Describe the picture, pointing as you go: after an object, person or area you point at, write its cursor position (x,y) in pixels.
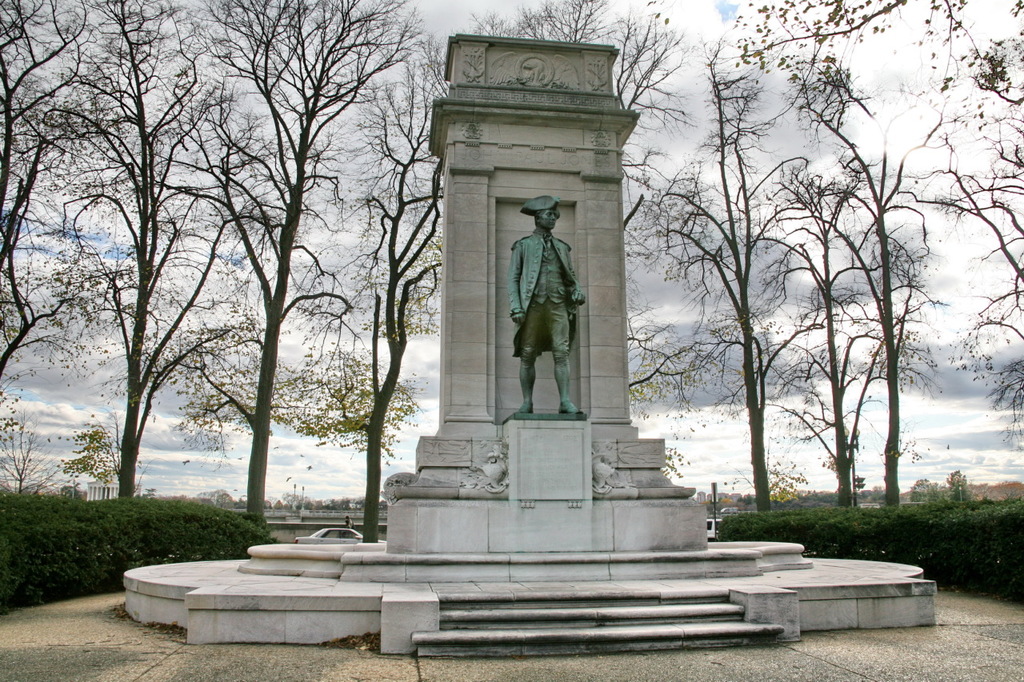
In this image I can see the statue (532,335) of the person (520,342) which is in green color. In the background (21,544) I can see the plants (234,550), vehicles (306,542), buildings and trees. I can also see the clouds (679,404) and the sky (422,412) in the back (657,423).
